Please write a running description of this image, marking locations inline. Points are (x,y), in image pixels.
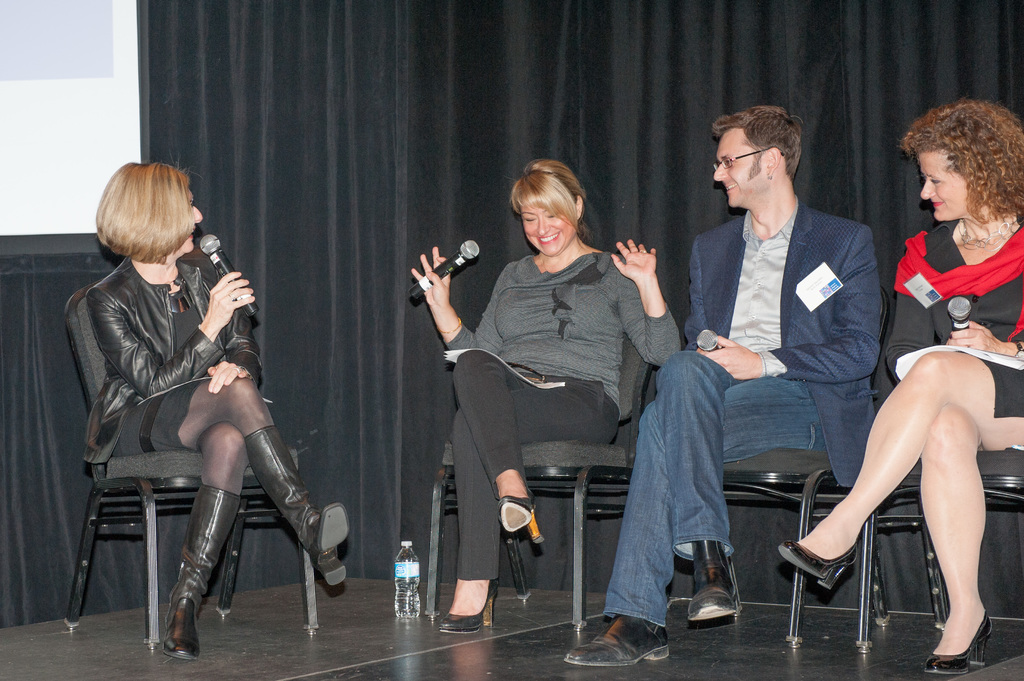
In this picture we can see a man (693,602) and three women (961,231) sitting on chairs (429,569) and holding mics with their hands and smiling, bottle (411,595), screen (43,94) and in the background (288,147) we can see curtains (359,138).
